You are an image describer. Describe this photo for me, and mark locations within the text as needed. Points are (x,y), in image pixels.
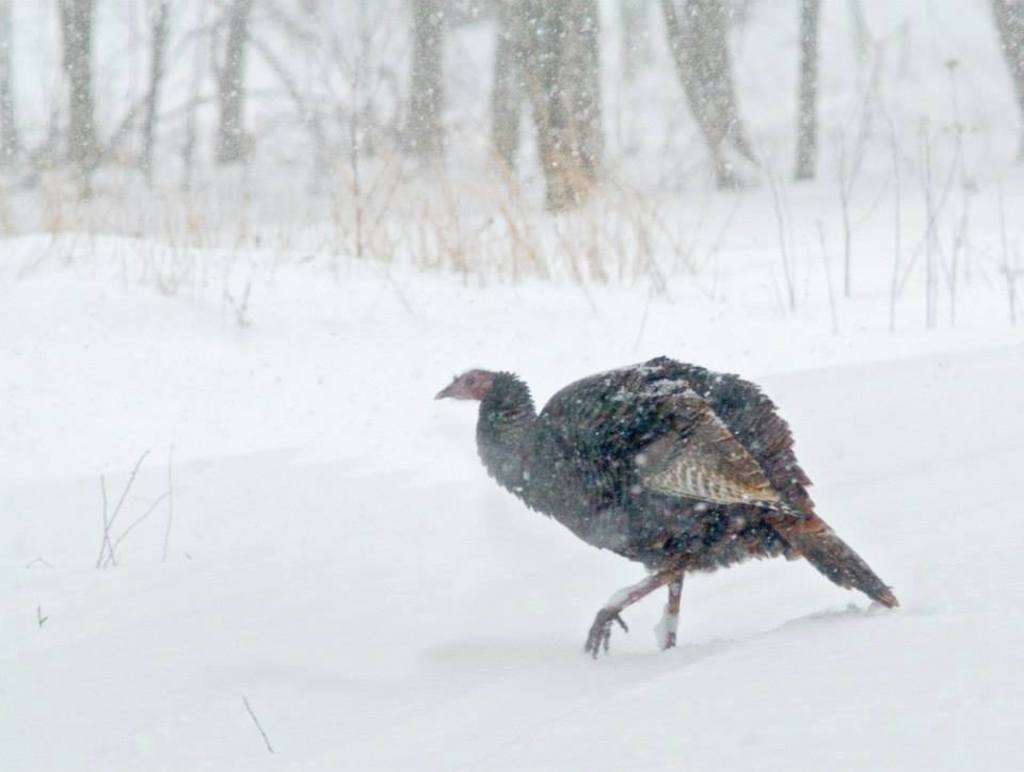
In this image I can see ground (330,260) full of snow (242,524) and in the front (652,386) I can see a bird (669,596) on it. I can see colour of this bird (752,554) is black. In the background (21,218) I can see grass (8,222) and I can see this image is little bit blurry in the background (670,196).
